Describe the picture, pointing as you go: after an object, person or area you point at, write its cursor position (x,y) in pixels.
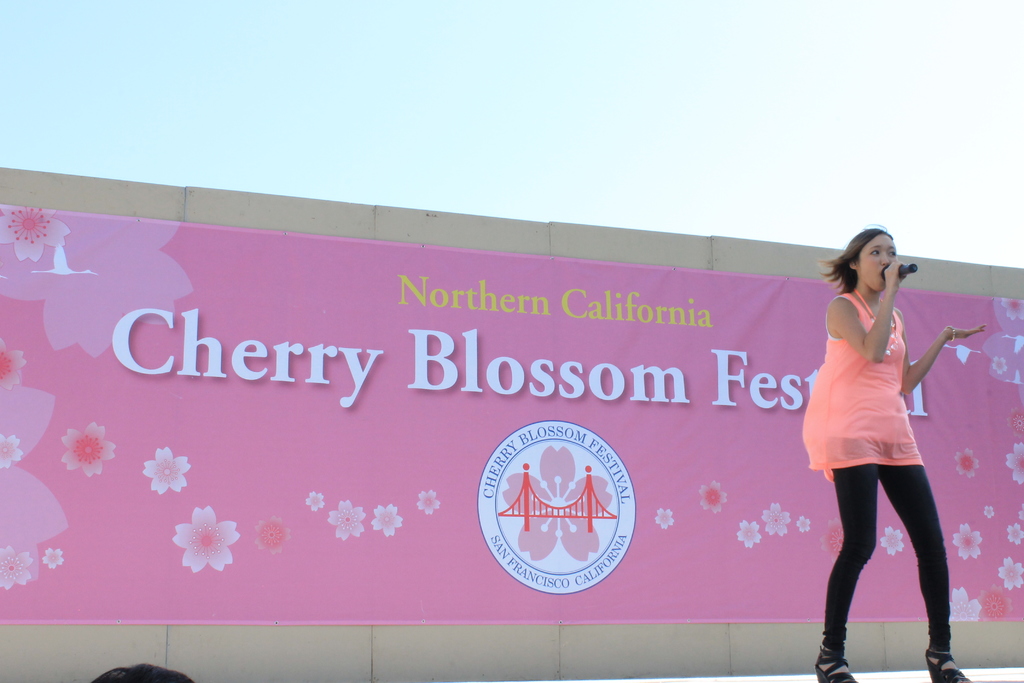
This is the image of pink color background (1018,463) with some text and design (12,476). And in the foreground (876,365) there is a lady (894,265) holding a mike (896,265) wearing pink color top (907,447) and black color jeans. And there is a sky (890,35) at the top (799,201).
